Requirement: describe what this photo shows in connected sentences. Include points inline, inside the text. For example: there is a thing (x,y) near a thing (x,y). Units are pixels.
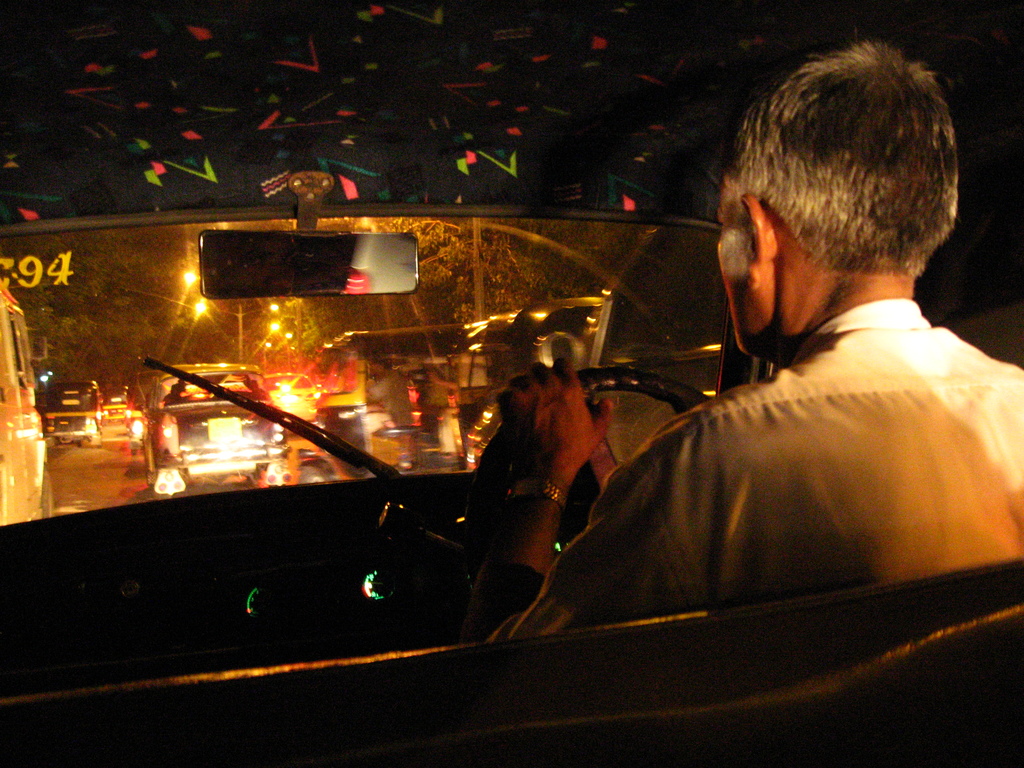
In this image I can see a man (843,343) driving his vehicle (687,398) and he is wearing a golden color of watch (553,496). I can see a wiper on car's windshield (260,223) and a mirror (412,263). On the road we can see number of vehicles (494,364) and number of trees (396,229). We can also see street lights (292,335).
